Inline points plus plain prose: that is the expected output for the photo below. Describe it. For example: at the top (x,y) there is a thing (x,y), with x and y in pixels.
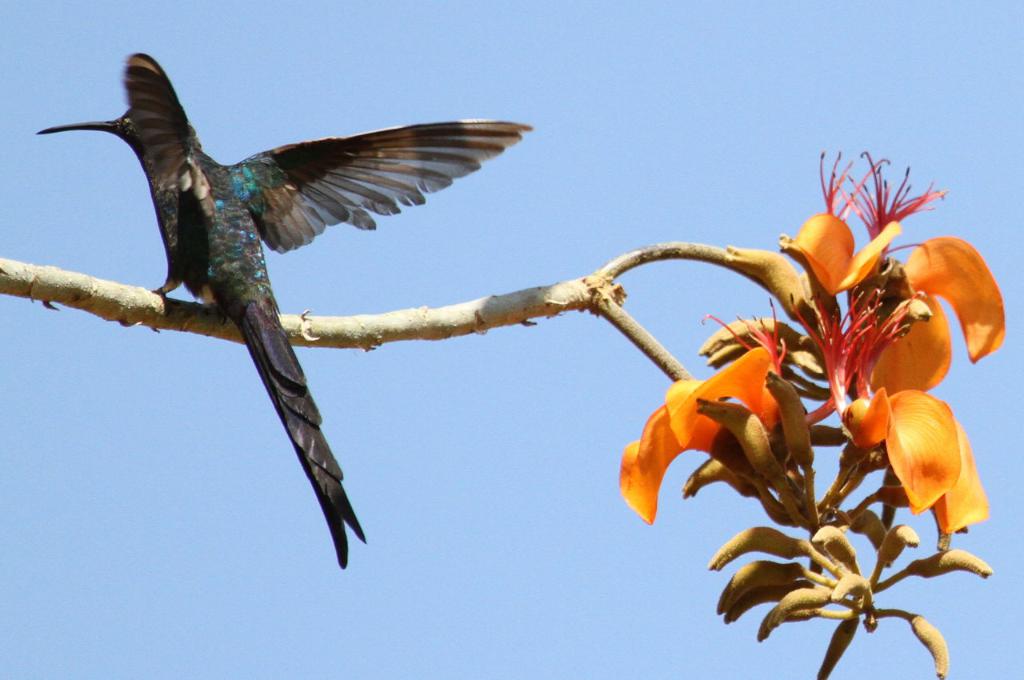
In this image we can see a bird (310,423) on the branch (408,333) of a tree (638,329), there are flowers (902,365), buds (881,502), also we can see the sky (563,193).
